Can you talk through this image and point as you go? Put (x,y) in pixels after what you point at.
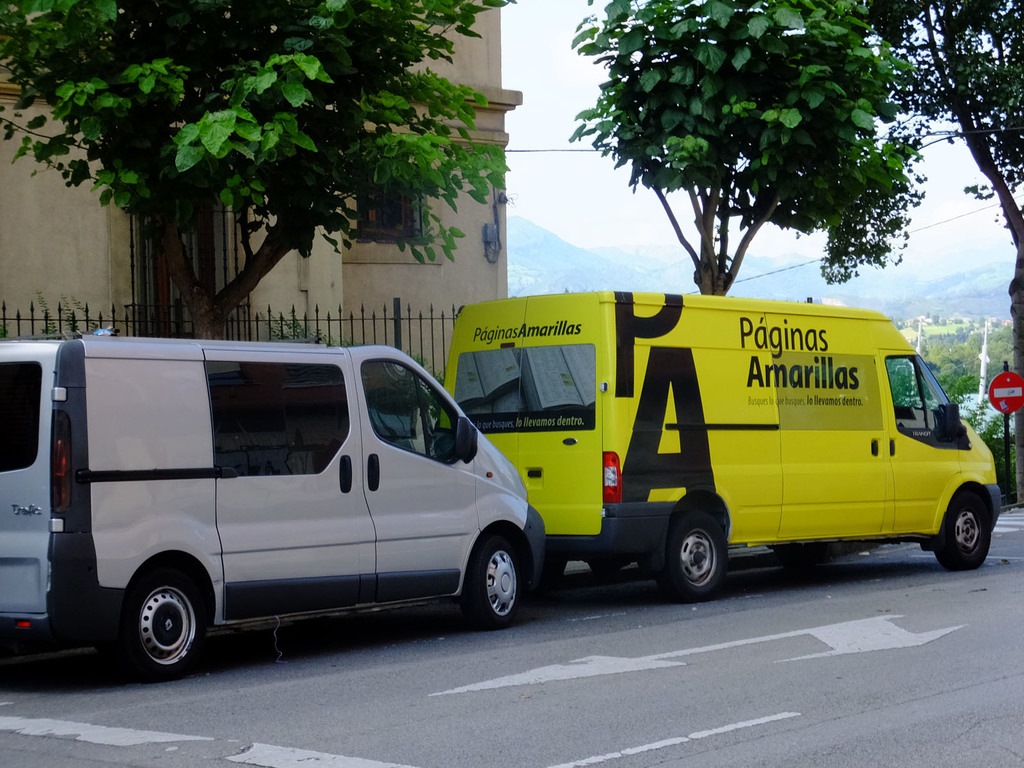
In this picture we can see vehicles (582,551) on the road (786,658), sign board (1010,401), fence (331,337), building (344,328), trees (773,80), poles (983,331), mountains (515,249) and in the background (581,176) we can see the sky (963,186).
